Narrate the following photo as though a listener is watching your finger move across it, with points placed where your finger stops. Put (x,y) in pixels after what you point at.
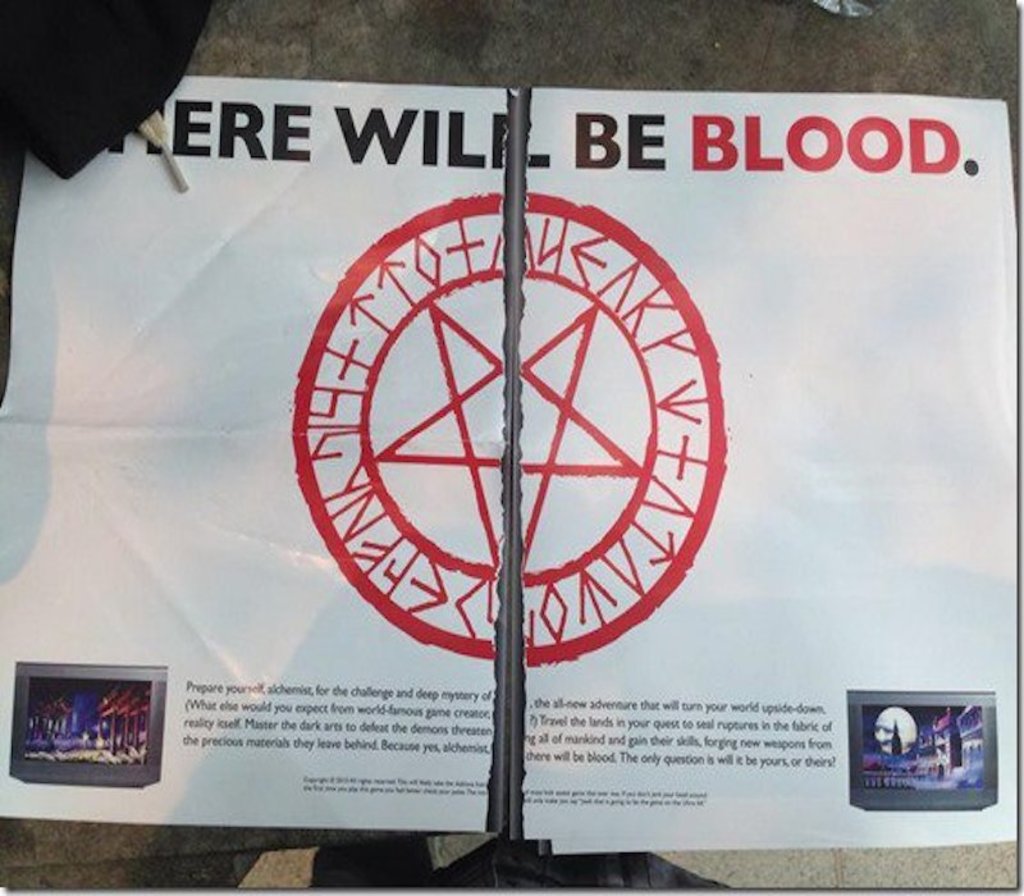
In the foreground of this image (447,670), there is a poster (492,345) on the stone surface (381,64). In the top left corner (72,65), there is an object (59,75).
